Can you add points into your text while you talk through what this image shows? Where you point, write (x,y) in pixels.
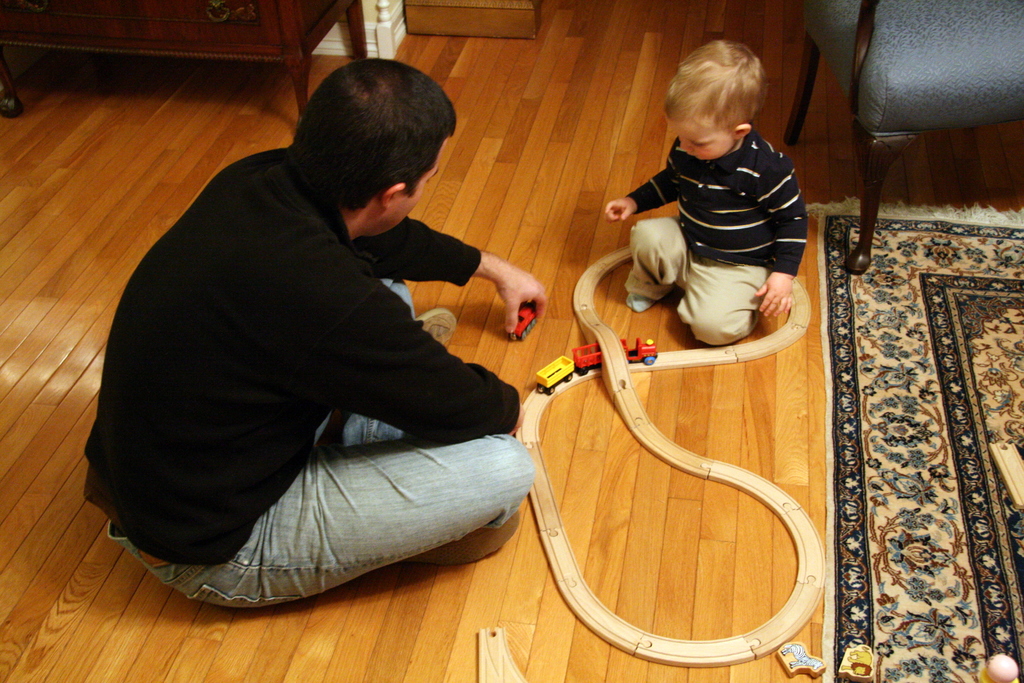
In this picture we can see a man (173,325) and a boy (696,152) sitting on the floor (36,398), toys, carpet (990,536), chair (919,8) and in the background (291,17) we can see a table (209,12).
